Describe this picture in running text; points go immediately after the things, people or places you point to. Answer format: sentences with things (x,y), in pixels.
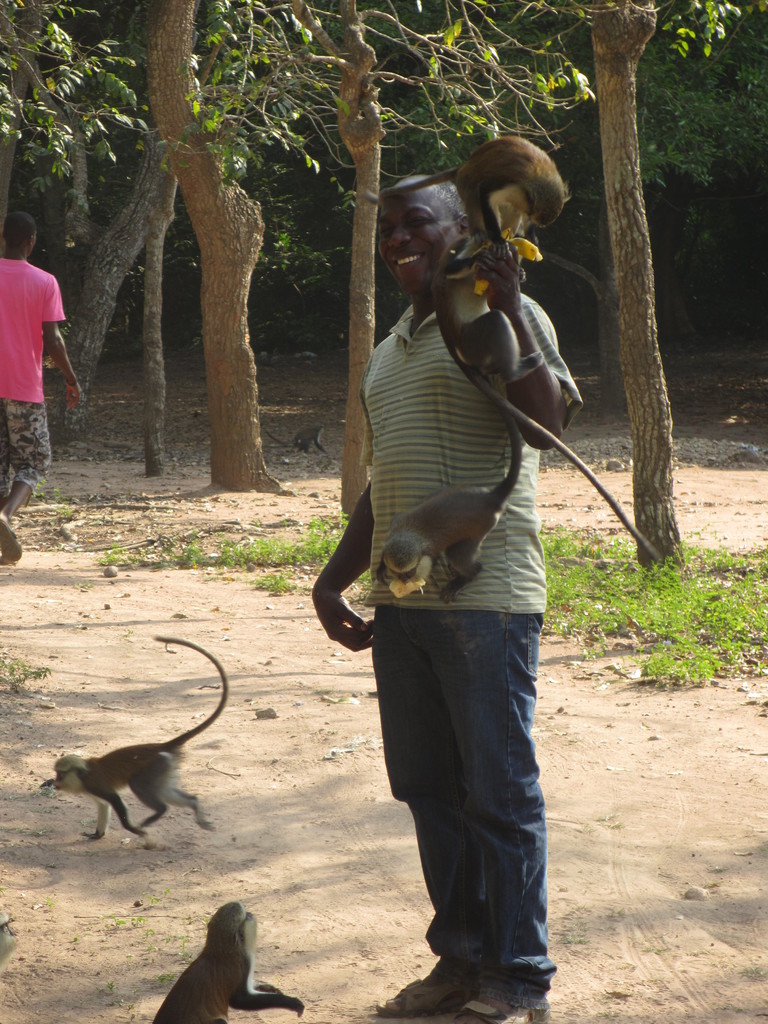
In this picture we can see few animals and group of people (375,547), in the background (325,263) we can see few trees (290,160).
